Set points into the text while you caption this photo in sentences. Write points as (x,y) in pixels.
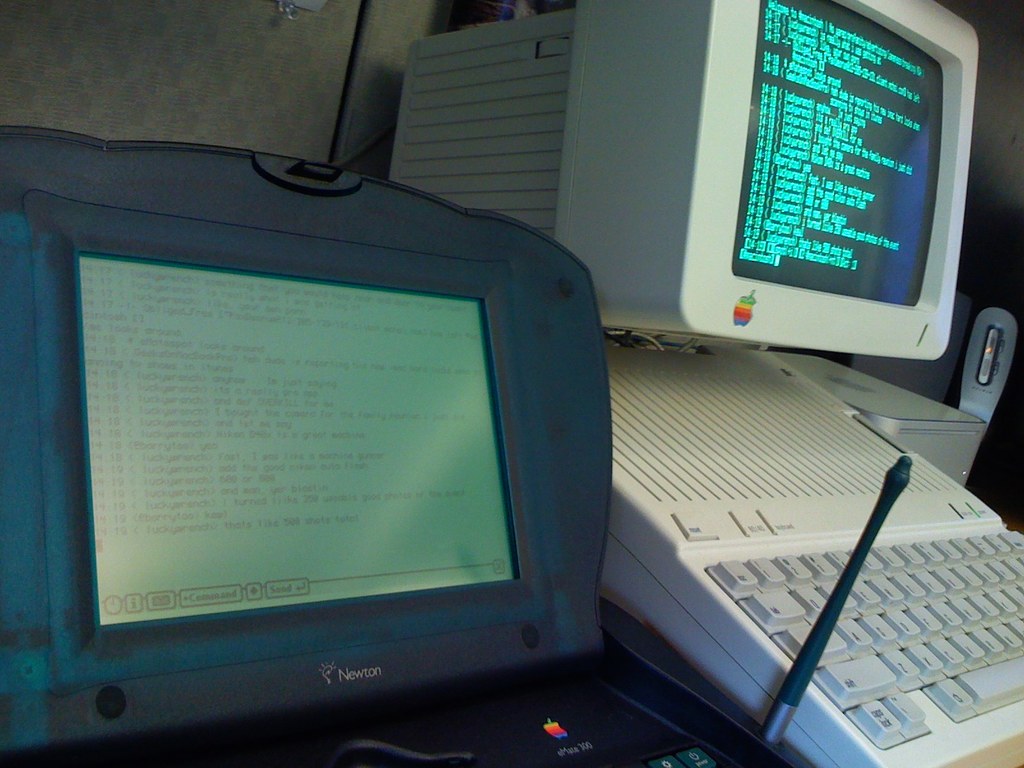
In this picture we can see a computer (488,551), keyboard (796,566) and other devices (991,323) in the background (948,512).
